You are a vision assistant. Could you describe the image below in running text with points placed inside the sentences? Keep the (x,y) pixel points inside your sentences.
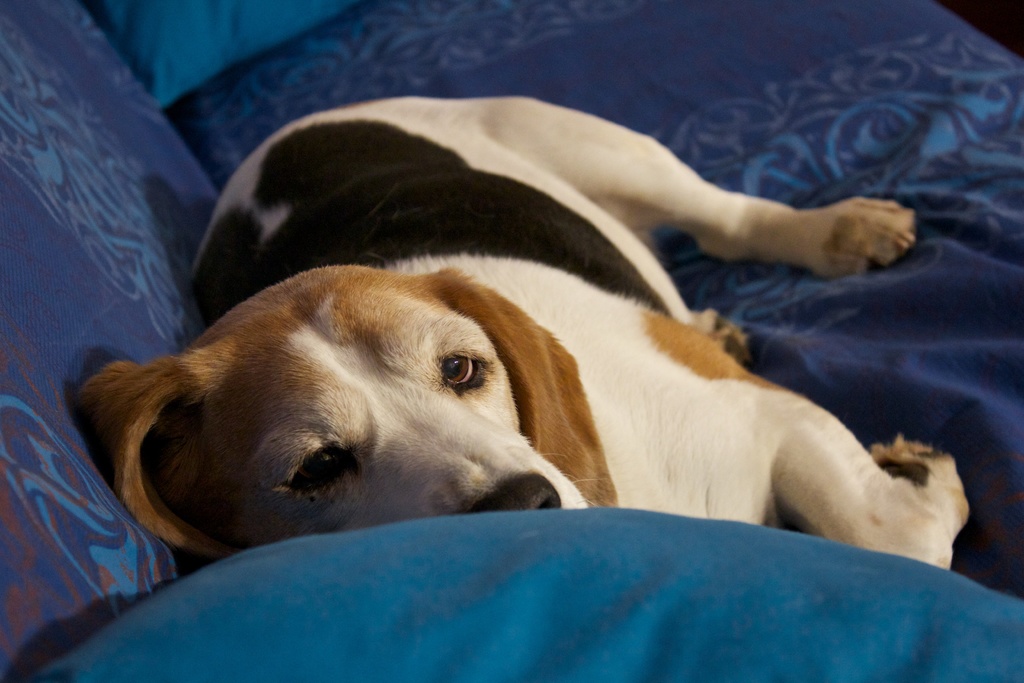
In this image I can see the dog (357,371) in white, cream and black color and the dog (458,246) is on the couch (819,150) and the couch (324,55) is in blue color.
